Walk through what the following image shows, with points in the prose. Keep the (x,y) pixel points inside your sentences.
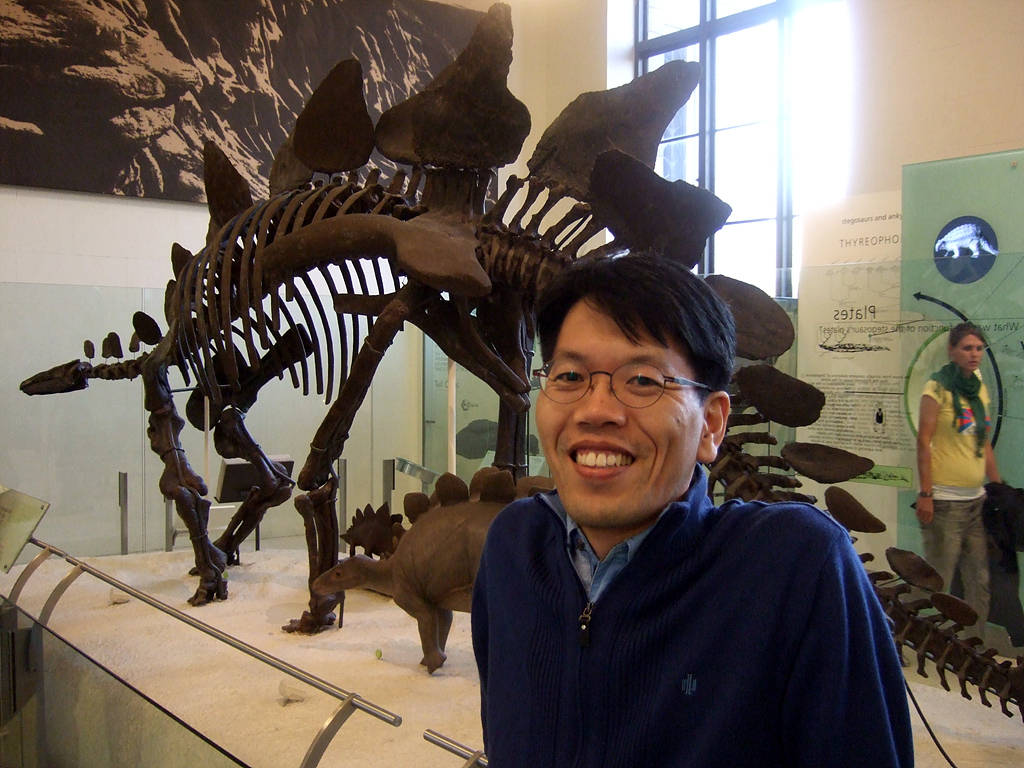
In this image there is a table (180,575), on that table (183,577) there are dinosaur sculptures (373,227) and a person (512,599) standing near the table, in the background (669,27) there is a wall (855,102) for that wall (848,117) there is a window (686,22) and a photo frame (11,101) and there is a banner (841,337), on that banner (878,274) there is some text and there is a picture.
